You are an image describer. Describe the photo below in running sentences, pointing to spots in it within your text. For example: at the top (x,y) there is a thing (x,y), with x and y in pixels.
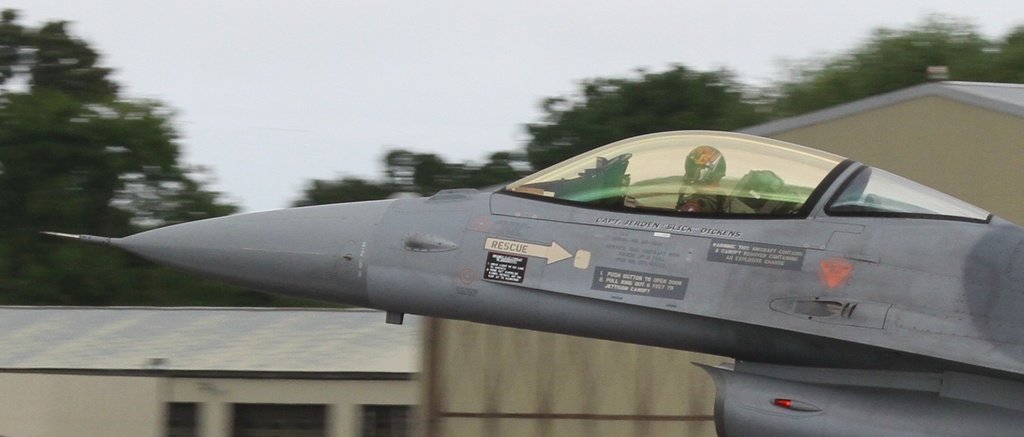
In this image a plane (295,225) and a person (718,157) is sitting inside this plane (757,212) is wearing a helmet (704,152) and I can see trees (731,106) at the top of the image (766,94). I can see sky (572,55) which is white in color and I can see some concrete building (171,406) over here as a background of the picture (204,390) and I can see some pillars (216,416).
